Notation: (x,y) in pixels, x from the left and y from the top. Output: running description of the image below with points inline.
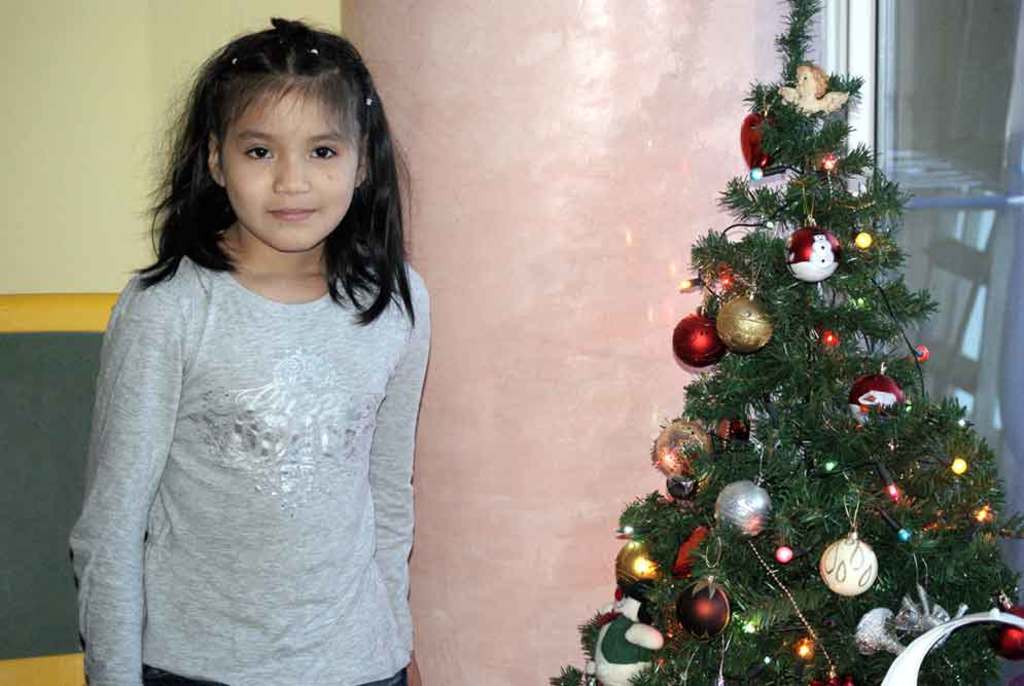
In this image I can see the person (240,444) wearing the ash color dress (266,427) and standing to the side of the Christmas tree (768,460). In the background (99,250) I can see the wall (76,185). I can see the glass door (949,196) to the right (955,274).
